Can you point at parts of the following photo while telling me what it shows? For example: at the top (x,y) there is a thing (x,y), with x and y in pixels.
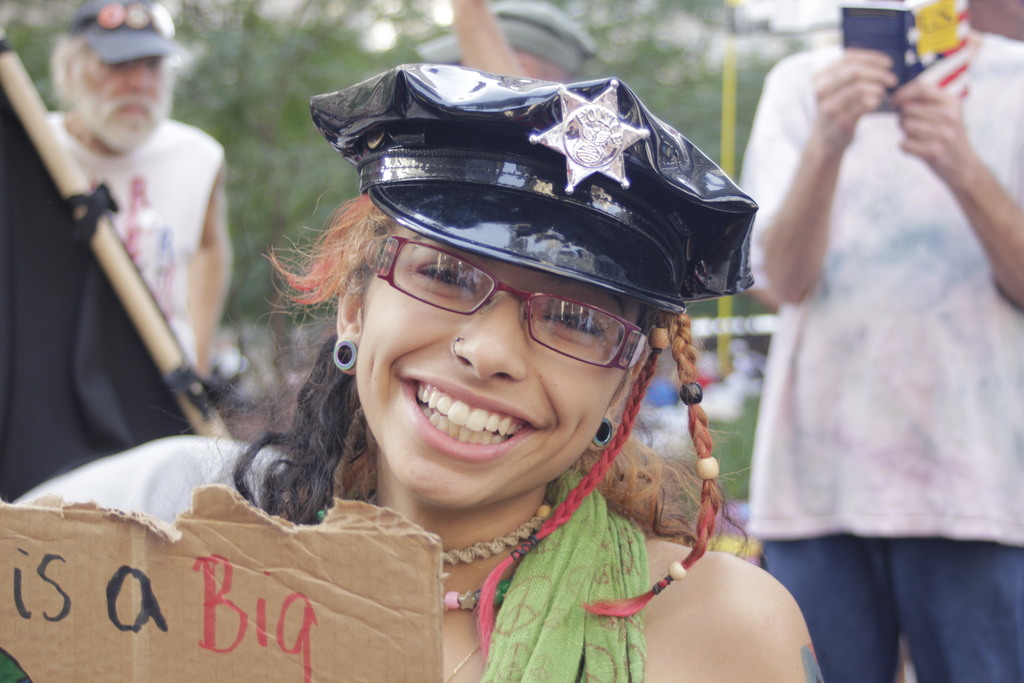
In this image we can see a woman (488,435) holding a cardboard sheet (300,524). On the backside (791,288) we can see a person (883,195) holding a book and a person (180,333) holding a stick (162,319).
